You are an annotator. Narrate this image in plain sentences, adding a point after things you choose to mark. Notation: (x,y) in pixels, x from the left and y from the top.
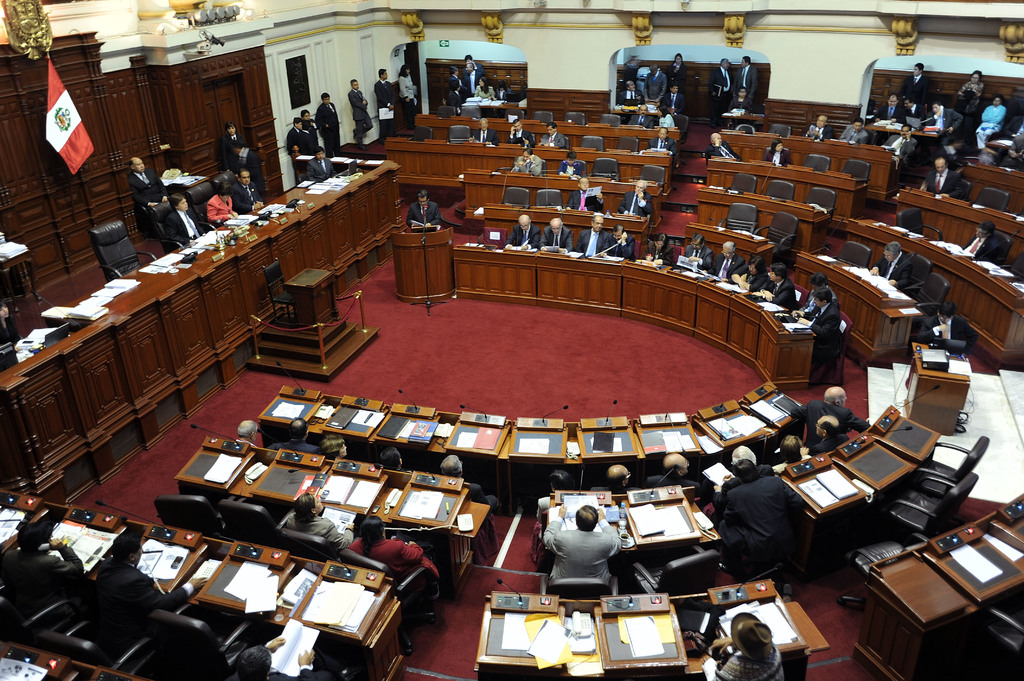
In this picture we can see a group of people (332,133) some are sitting on chairs (405,617) and some are standing at back (392,122) and in front of them there is table (10,380) and on table (114,367) we can see papers (76,309), mics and in background (62,87) we can see flag (64,111).
